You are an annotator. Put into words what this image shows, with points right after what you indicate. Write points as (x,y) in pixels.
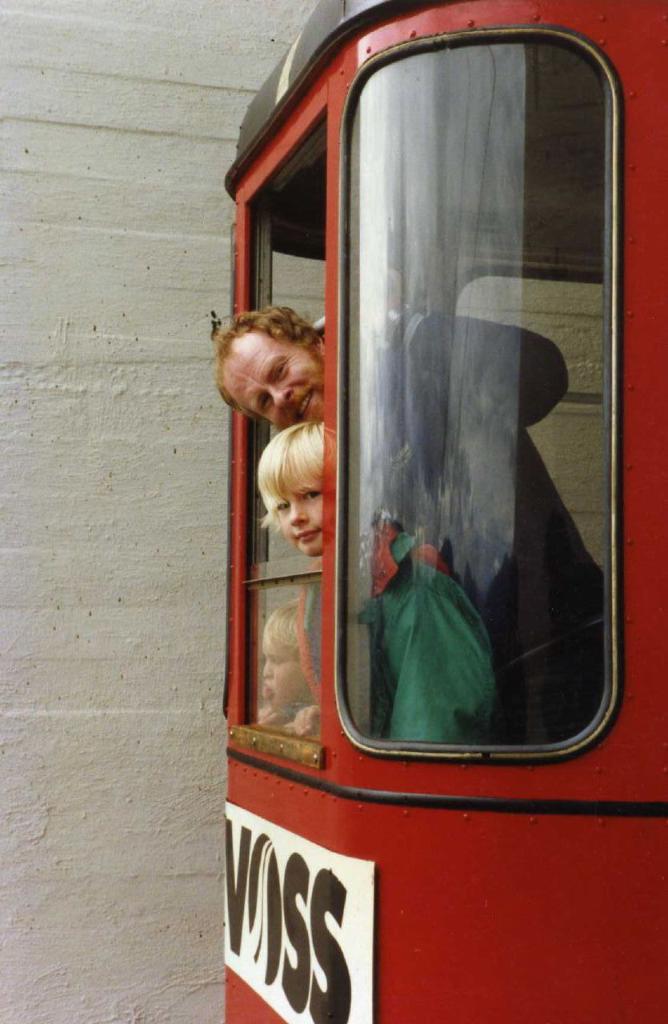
In this image we can see three persons (311,482) in the vehicle (577,681) and a board (310,914) with text (317,927) attached to the vehicle (501,885) and wall (157,625) in the background (141,326).
